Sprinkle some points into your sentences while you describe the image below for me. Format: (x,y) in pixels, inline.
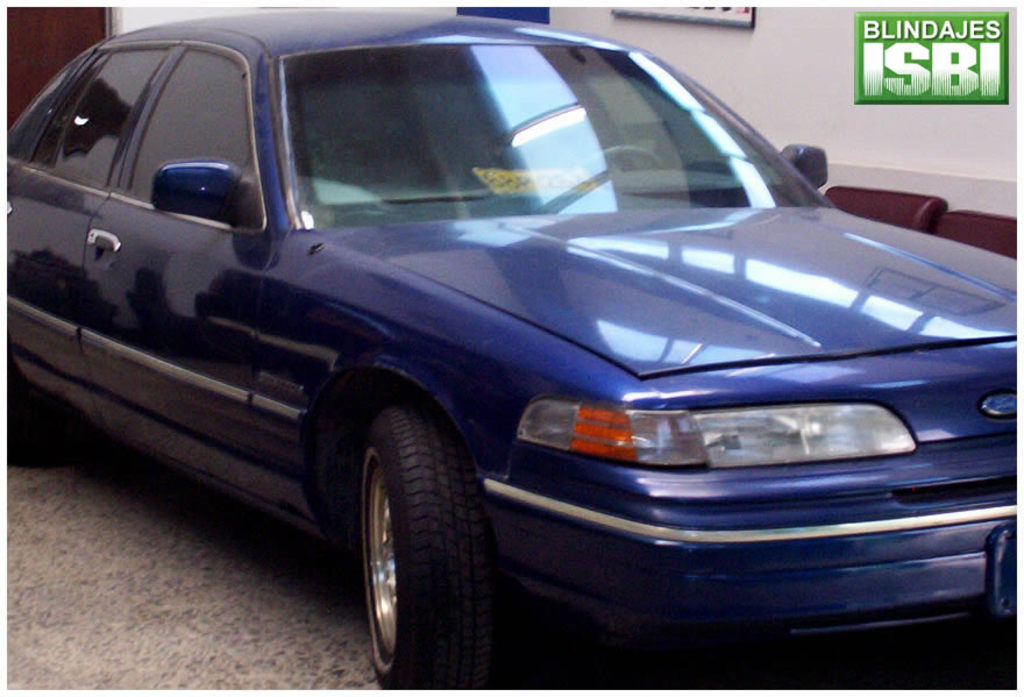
In this picture we can see blue color car (450,419) is placed, side we can see some boards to the wall (866,143).
